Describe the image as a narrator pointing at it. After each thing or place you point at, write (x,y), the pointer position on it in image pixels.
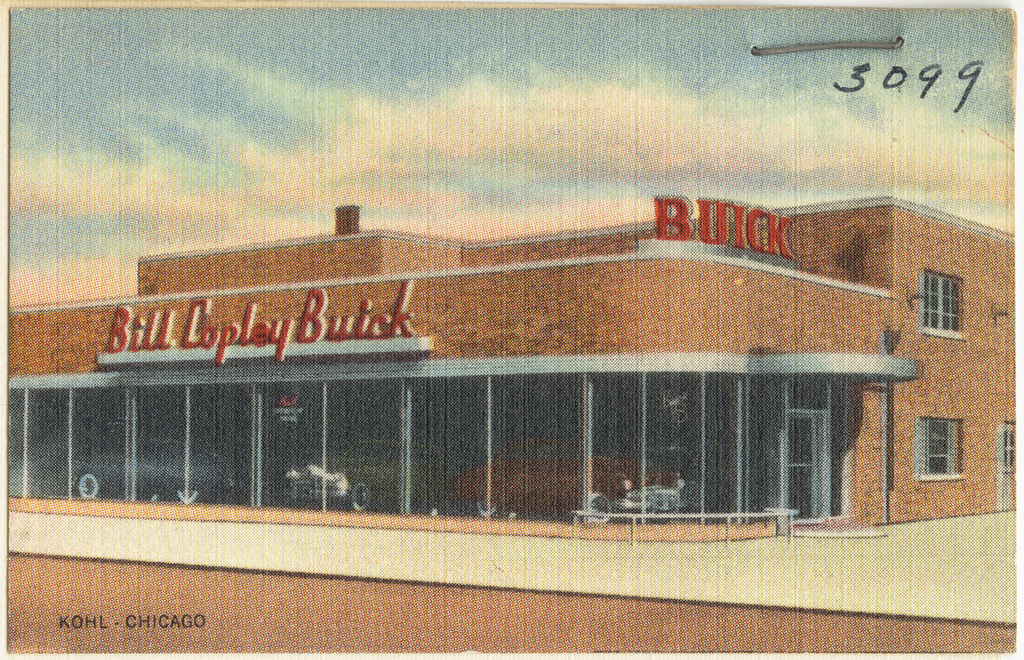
In this picture there is a poster (564,429). In the poster (564,429) I can see the building (401,308). In the top (436,103) I can see the sky (400,41) and clouds (56,262). In the bottom left corner (192,620) there is a watermark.
